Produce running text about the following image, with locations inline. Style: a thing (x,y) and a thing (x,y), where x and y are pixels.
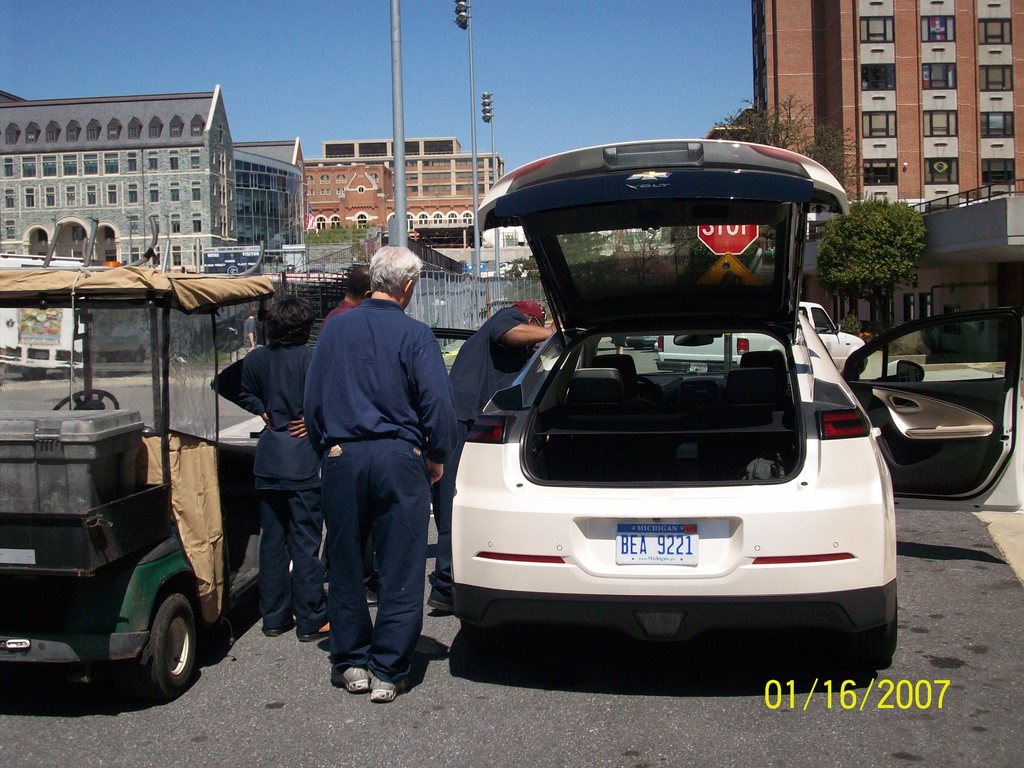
In this image we can see people (246,335) and vehicles (503,458) on the road (663,656). In the background (507,283), we can see a fence (440,311), buildings (426,205), poles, plants (859,336) and a tree (865,225). At the top of the image (580,66), we can see the sky (652,61). There is a watermark (900,686) in the right bottom of the image (849,696).
